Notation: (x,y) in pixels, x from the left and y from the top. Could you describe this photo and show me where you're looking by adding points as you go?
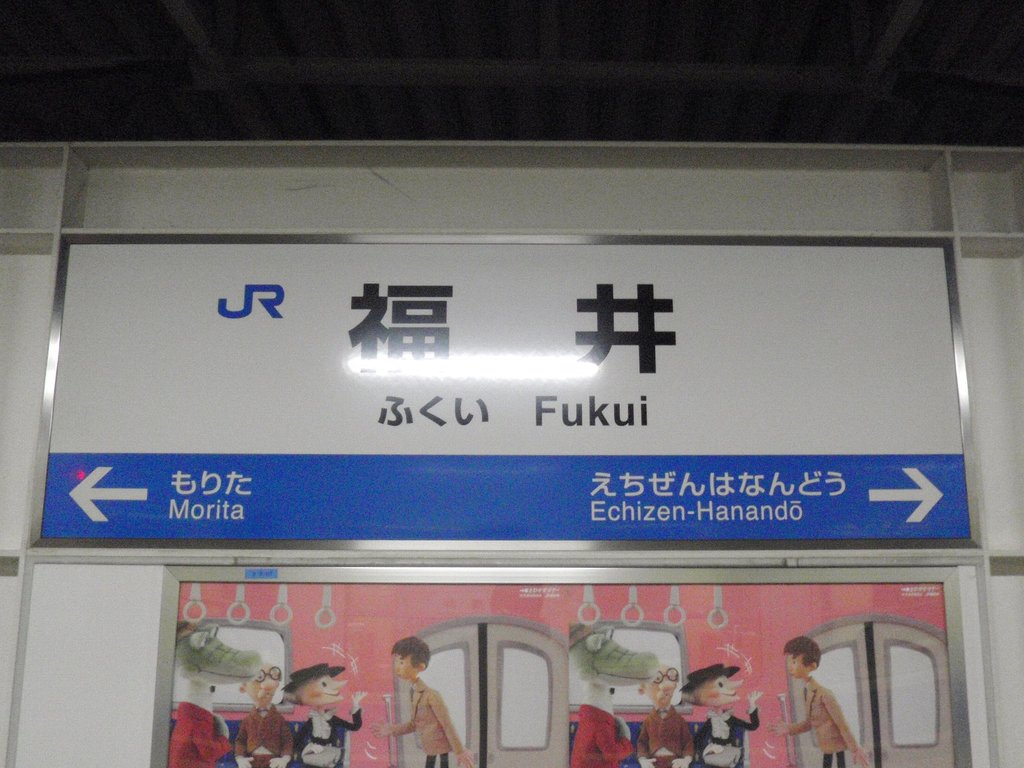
In this image, we can see some pictures (246,602), there is a white color wall (553,438) on that there is FUKUI printed.
